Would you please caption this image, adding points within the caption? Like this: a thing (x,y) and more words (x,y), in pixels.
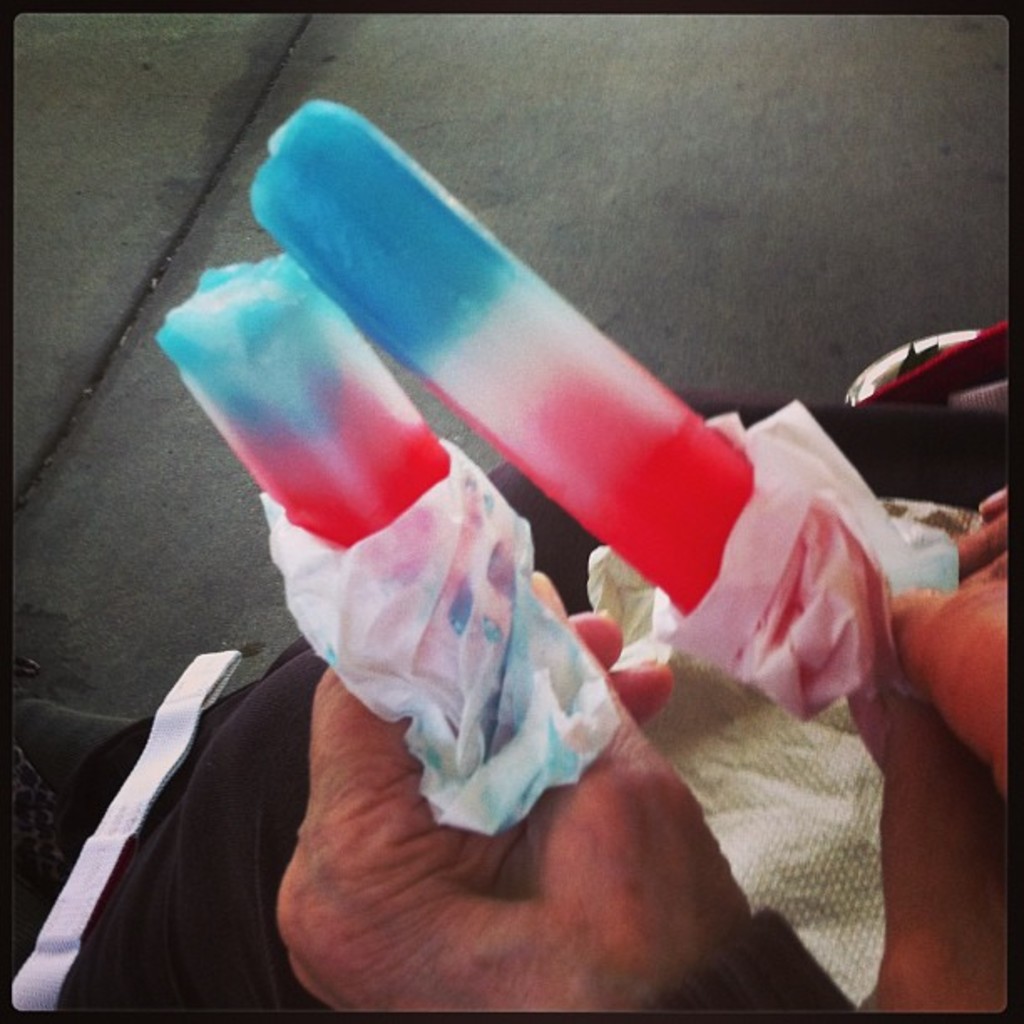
In this image we can see the hands (673,798) of a person (660,866) holding the multi colored ice creams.
